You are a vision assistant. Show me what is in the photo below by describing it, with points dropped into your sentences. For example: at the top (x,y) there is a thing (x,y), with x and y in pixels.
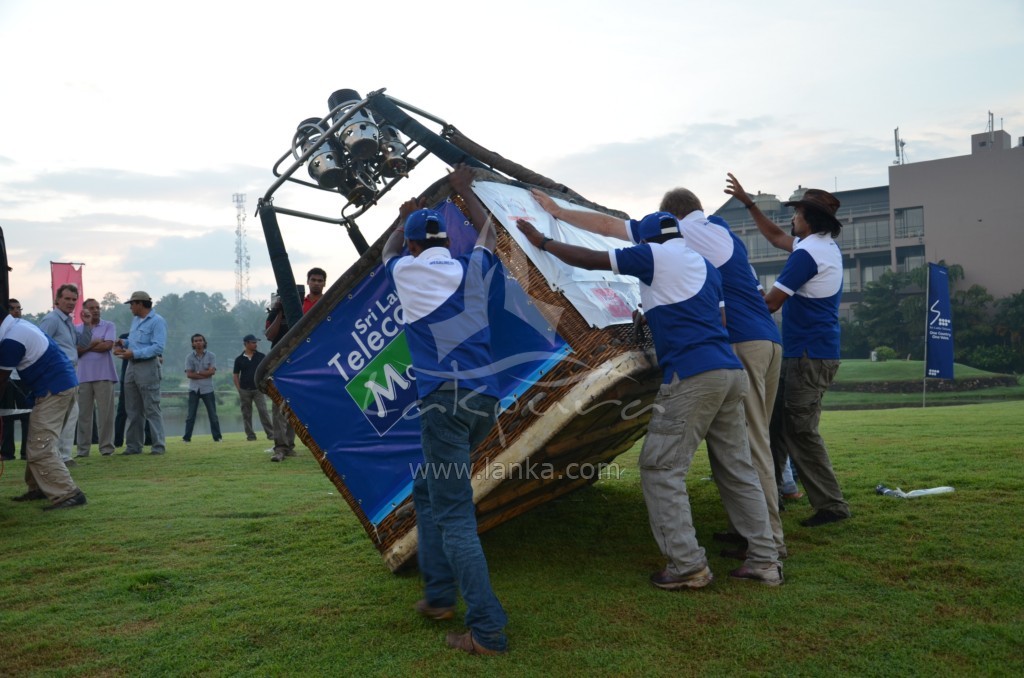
In this image, we can see few people (481,421) are holding a big basket (539,422). On the basket (542,428), we can see banners (521,318) and few rods (263,232) with objects (305,144) are attached to the basket (361,265). Background (1006,247) we can see people (7,335), trees (177,296), buildings (971,247), walls (965,242), glass objects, banners (944,310), plants (957,328), banners (939,326) and sky (947,70). At the bottom (220,651), we can see grass (784,653). In the middle of the image (553,408), there are few watermarks (569,420) in the image.
